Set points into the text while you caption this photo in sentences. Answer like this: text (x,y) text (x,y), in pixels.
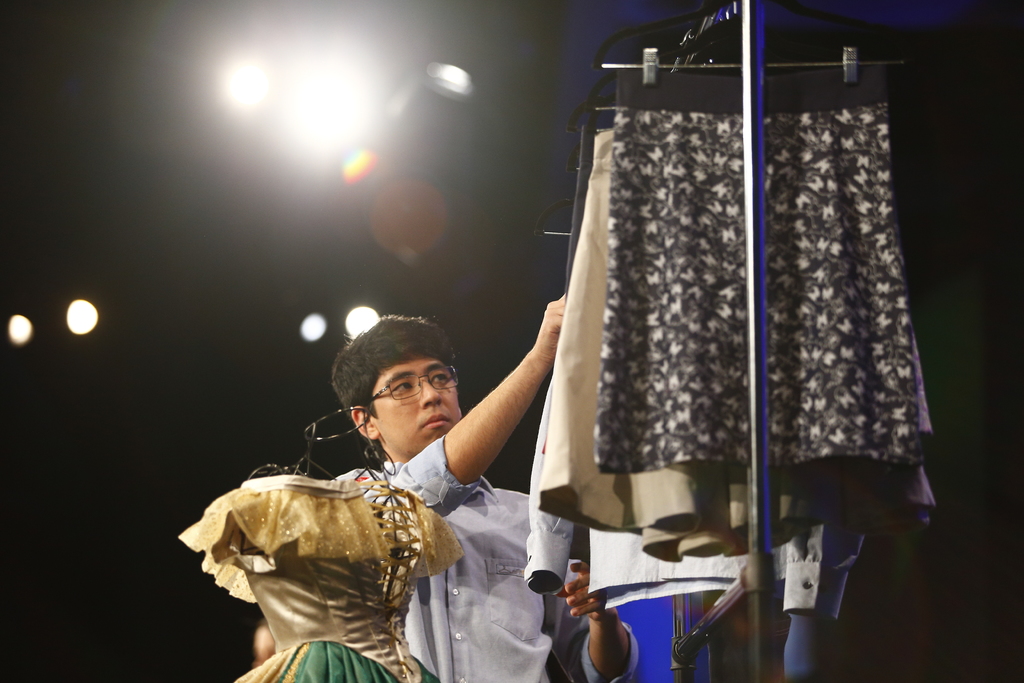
In this image there is a person (634,659) holding clothes (566,369). There are clothes (679,149) hanging to the metal rod (756,16). Left side (273,554) there is a mannequin (351,548). Left side (291,130) there are lights (19,321) attached to the roof (347,234).
